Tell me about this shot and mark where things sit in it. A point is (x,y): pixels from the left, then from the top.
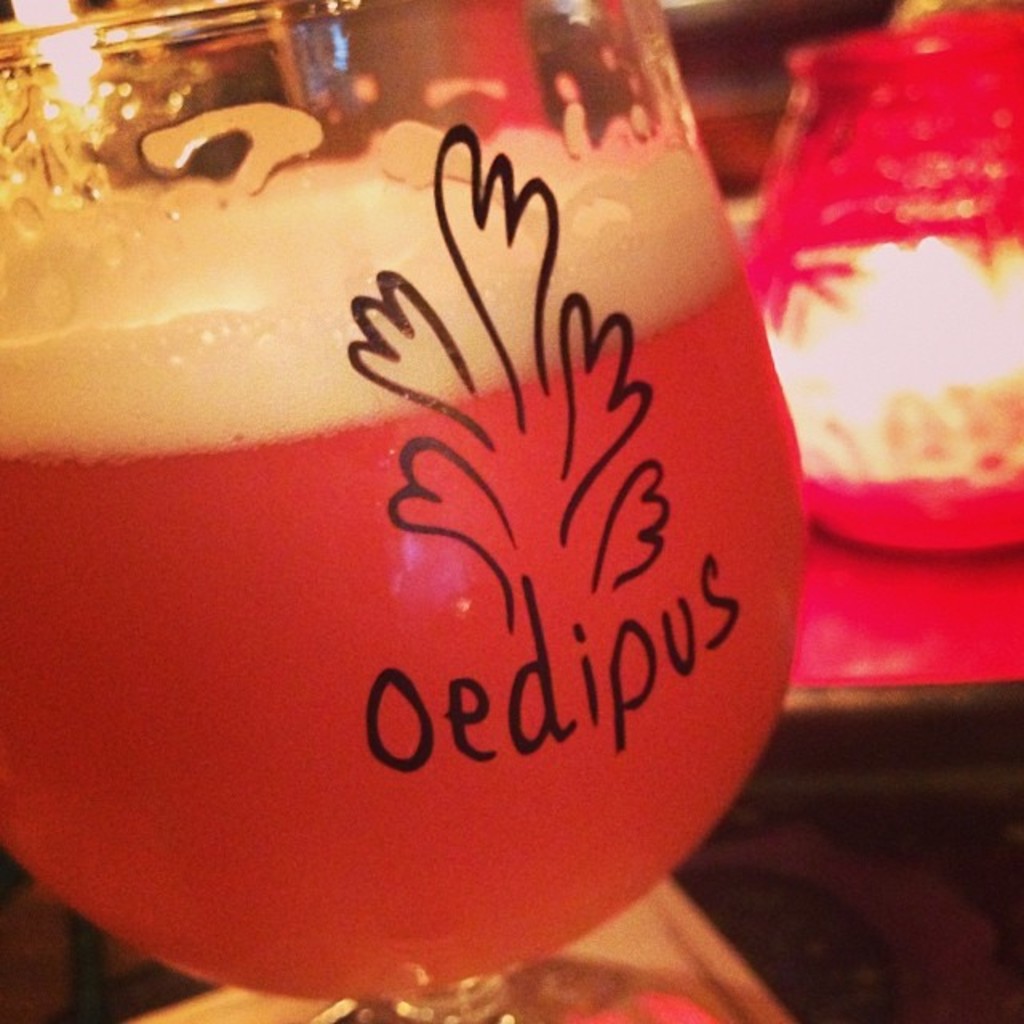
In this image in the center (410,549) there is glass (432,586) and the background (794,73) is blurry. On the glass (504,684) there is some text (595,695) written on it.
